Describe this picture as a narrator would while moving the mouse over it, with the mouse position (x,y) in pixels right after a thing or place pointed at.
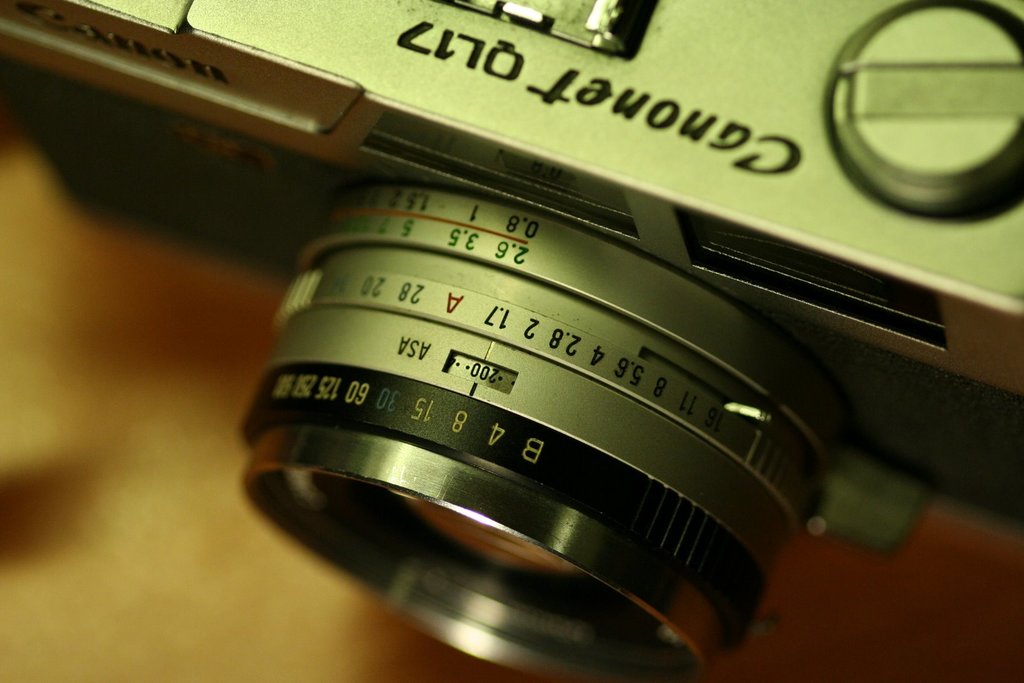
In this image we can see the lens (798,468) of a camera (814,313).
